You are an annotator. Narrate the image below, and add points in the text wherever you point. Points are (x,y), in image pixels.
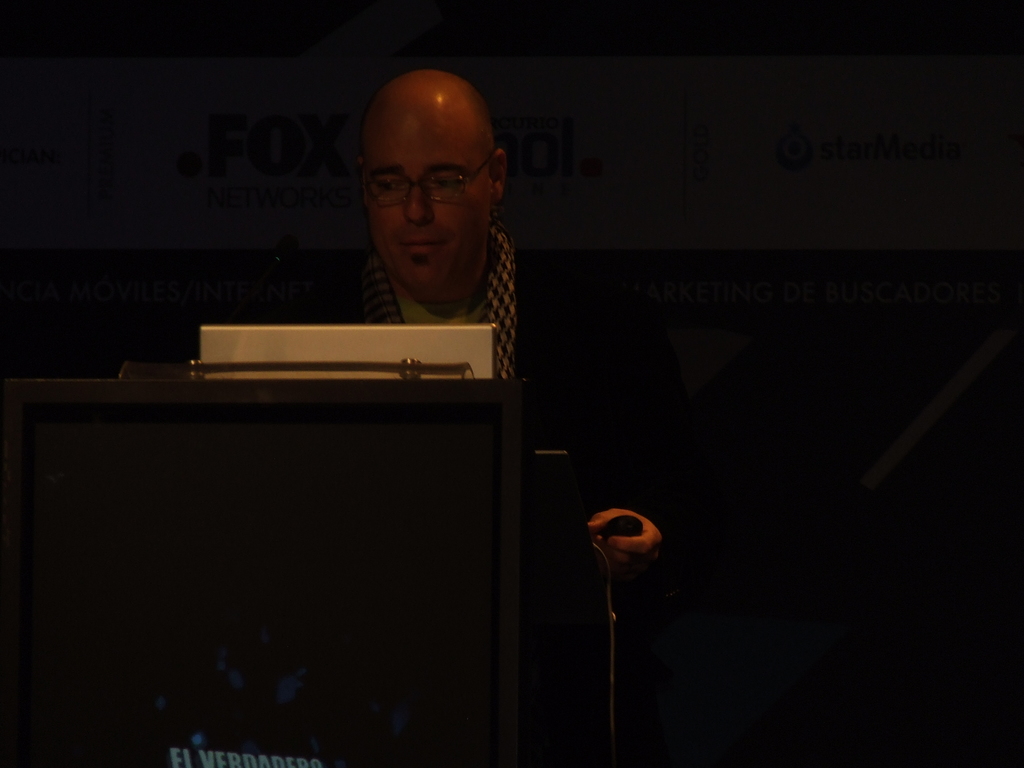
In this image i can see one person (469,180) with eye glasses (430,197), in front there is an object (233,614), in the background (522,52) i can see written text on the board (136,138), at the bottom (387,525) there is an object (396,534).
